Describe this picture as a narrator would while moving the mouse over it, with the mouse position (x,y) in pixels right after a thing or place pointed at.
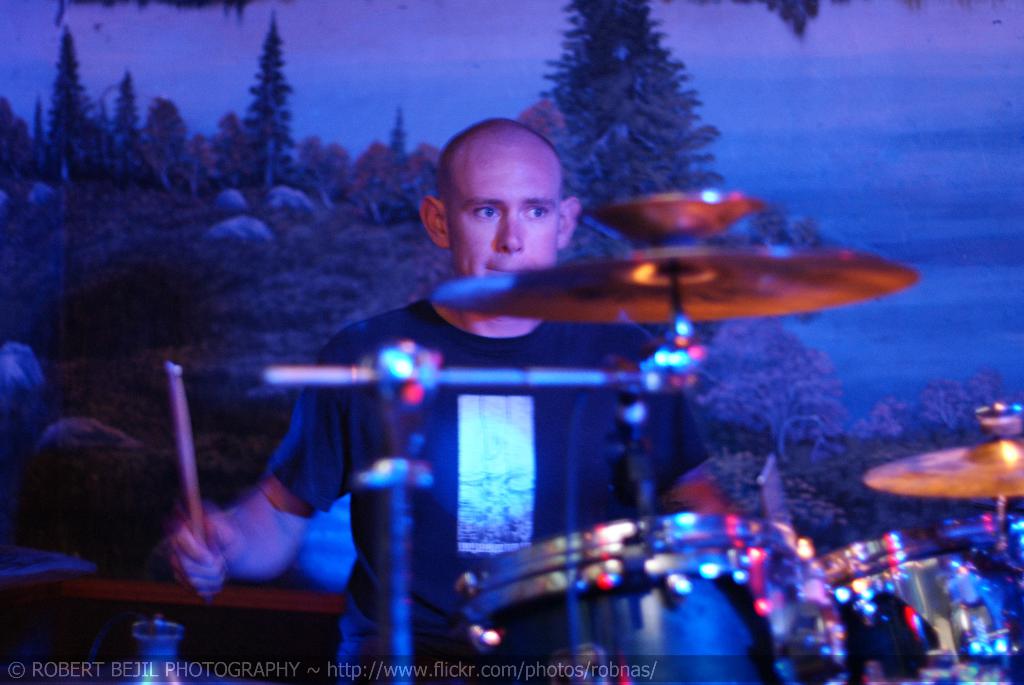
In this picture we can see a man (440,437) is holding the drumsticks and in front of the man (506,490) there are drums (599,585) and cymbals (930,463). Behind the man (454,369) there is a board (906,210). On the image there is a watermark (278,669).
